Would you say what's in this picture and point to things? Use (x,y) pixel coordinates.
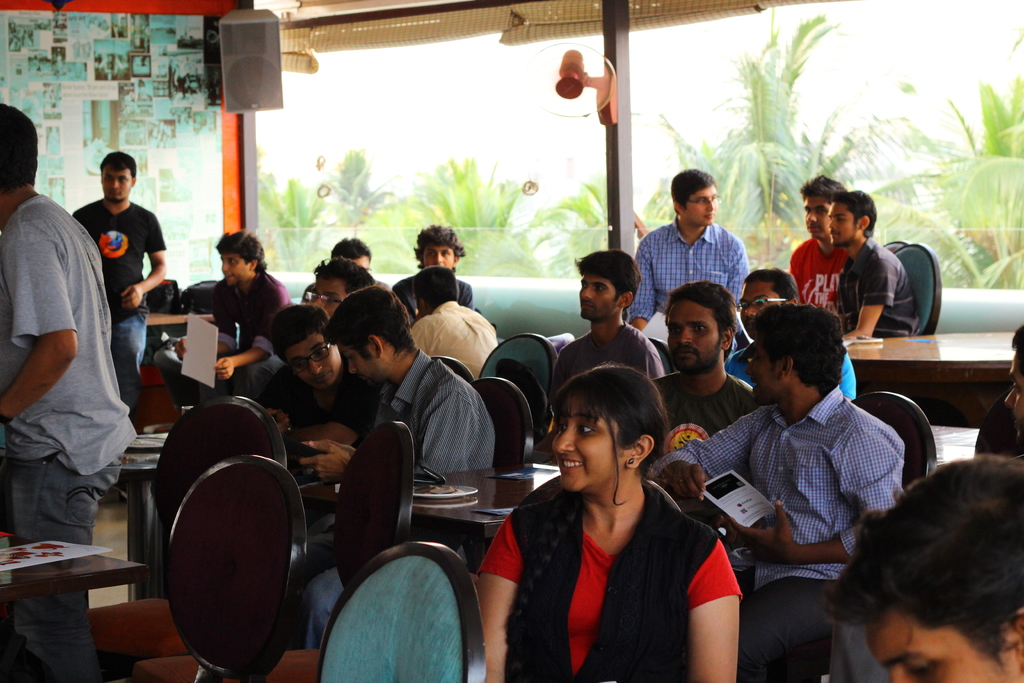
In this picture we can see a group of people (449,417) sitting on chairs (206,428) and in front of them there is table (412,515) and on table (478,506) we can see plate (442,494), papers (552,472) and in background (525,106) we can see glass (824,81), trees (899,141), speakers (249,24), fan (594,76).
